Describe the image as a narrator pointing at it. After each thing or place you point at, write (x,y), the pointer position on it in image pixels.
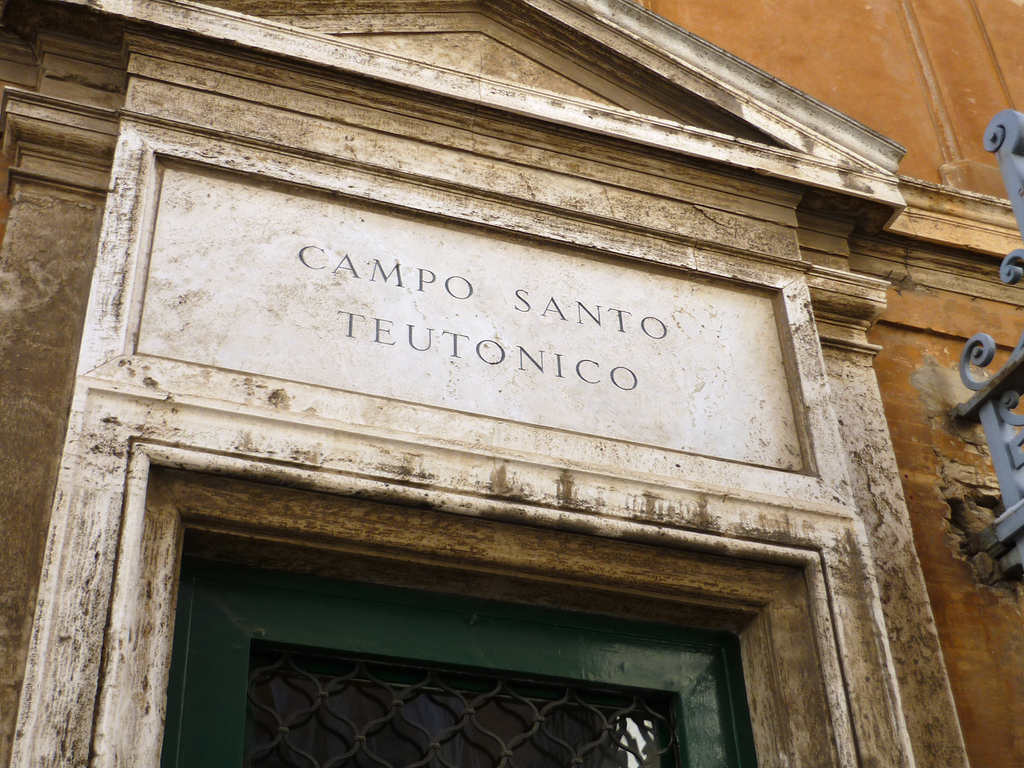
In this picture we can see a building (524,565) with a name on it.
